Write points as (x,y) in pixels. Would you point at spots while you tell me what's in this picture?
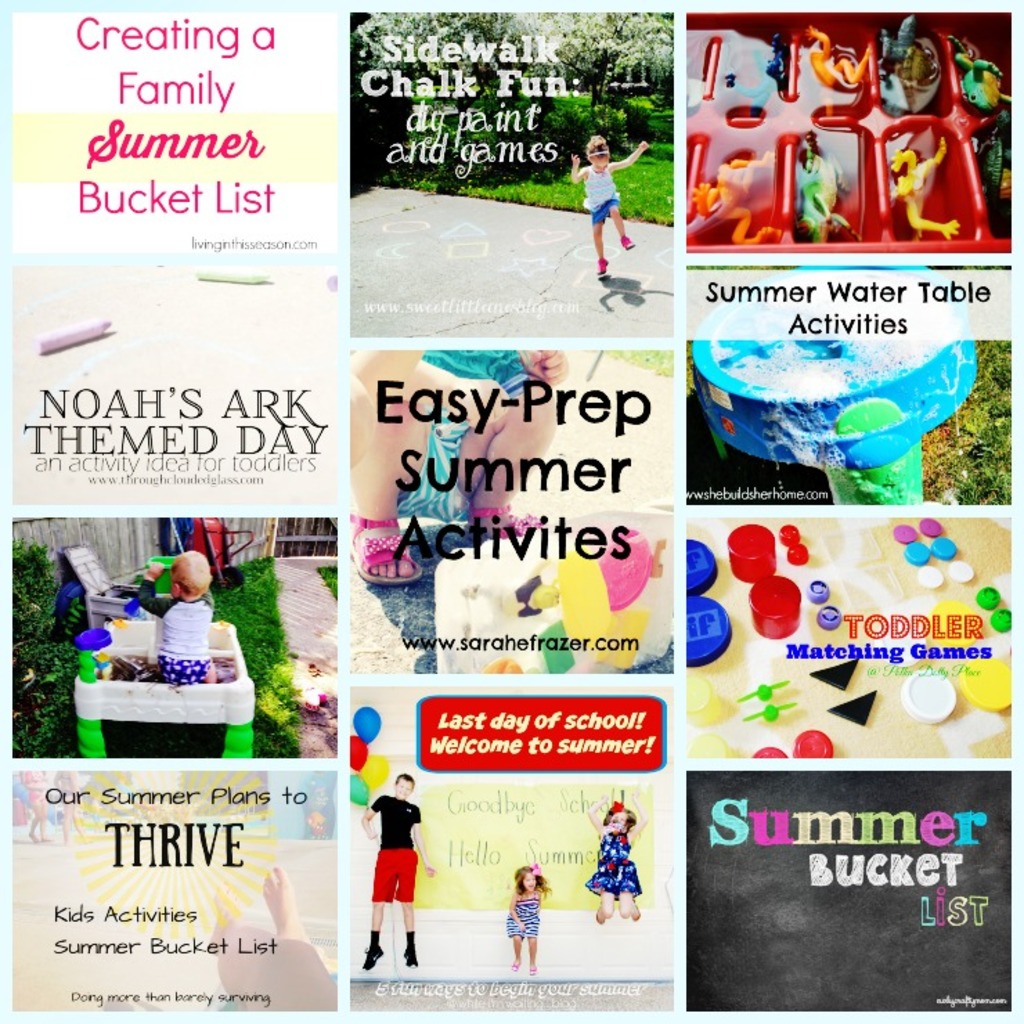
This is a collage image of a few images, where we can see few children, some texts (461,718) written on the images, some toys (620,607) and a few objects (695,551).
